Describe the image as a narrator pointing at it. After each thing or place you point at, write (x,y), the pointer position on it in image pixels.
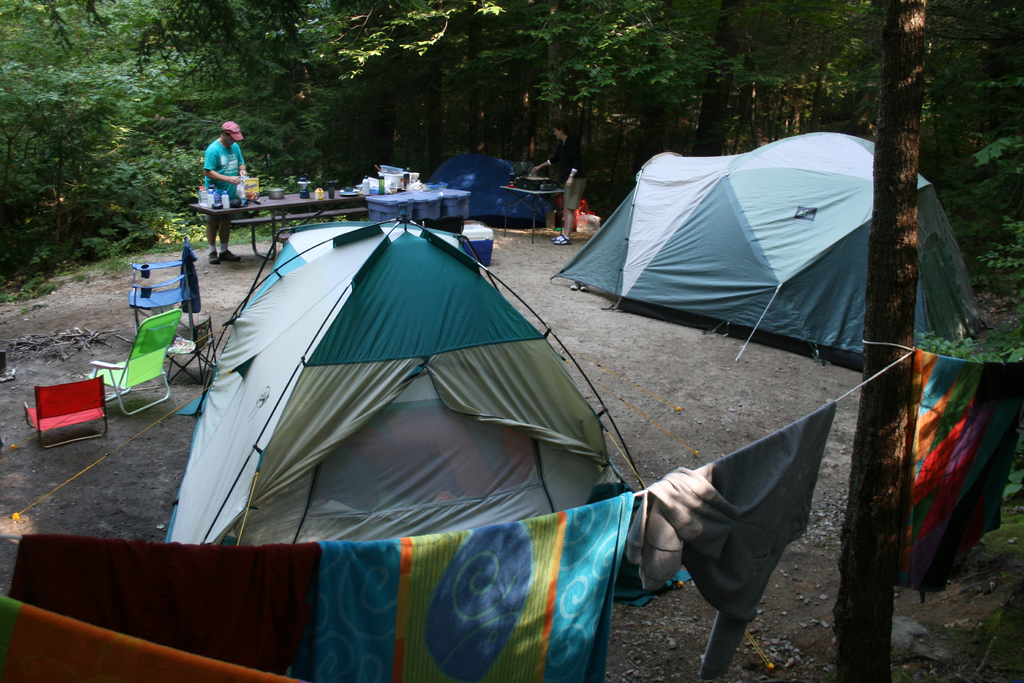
Here in this picture we can see tents (546,360) and chairs (170,359) and tables (254,250) present on the ground (239,244) over there and we can see a person (227,170) standing near the table (293,197) and we can see number of things (233,200) on the table (307,196) over there and in the front (903,357) we can see clothes (245,569) hanging on the wire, which is tied to the tree (876,372) over there and we can see plants (181,204) and trees (538,131) present all over there.
